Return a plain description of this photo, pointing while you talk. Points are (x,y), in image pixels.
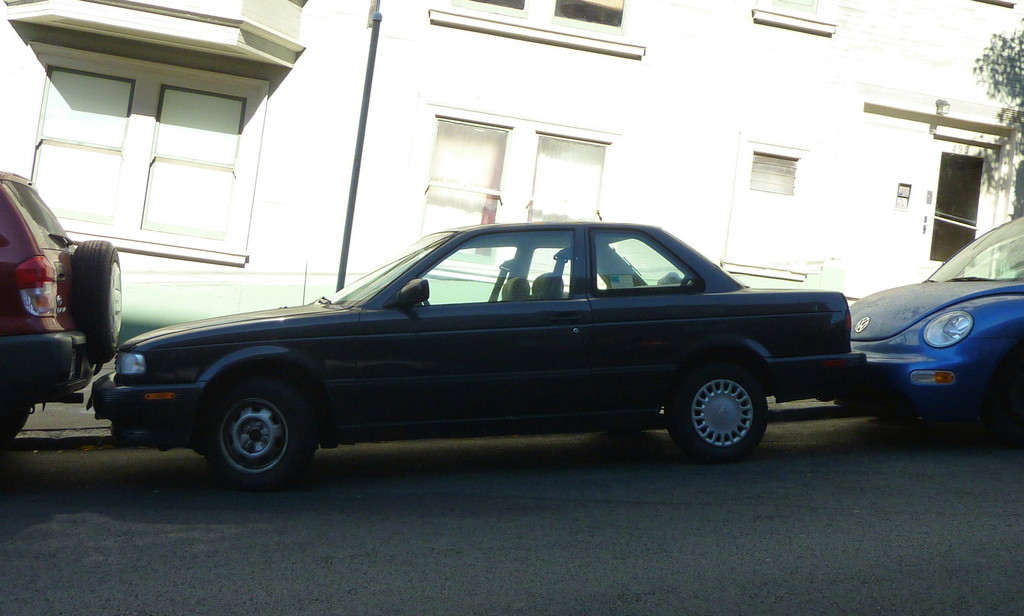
In the picture we can see a path (539,490) to it, we can see three cars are parked and beside it, we can see a path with a pole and a building (982,122) with windows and a door (948,221) and beside it we can see a part of the tree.
